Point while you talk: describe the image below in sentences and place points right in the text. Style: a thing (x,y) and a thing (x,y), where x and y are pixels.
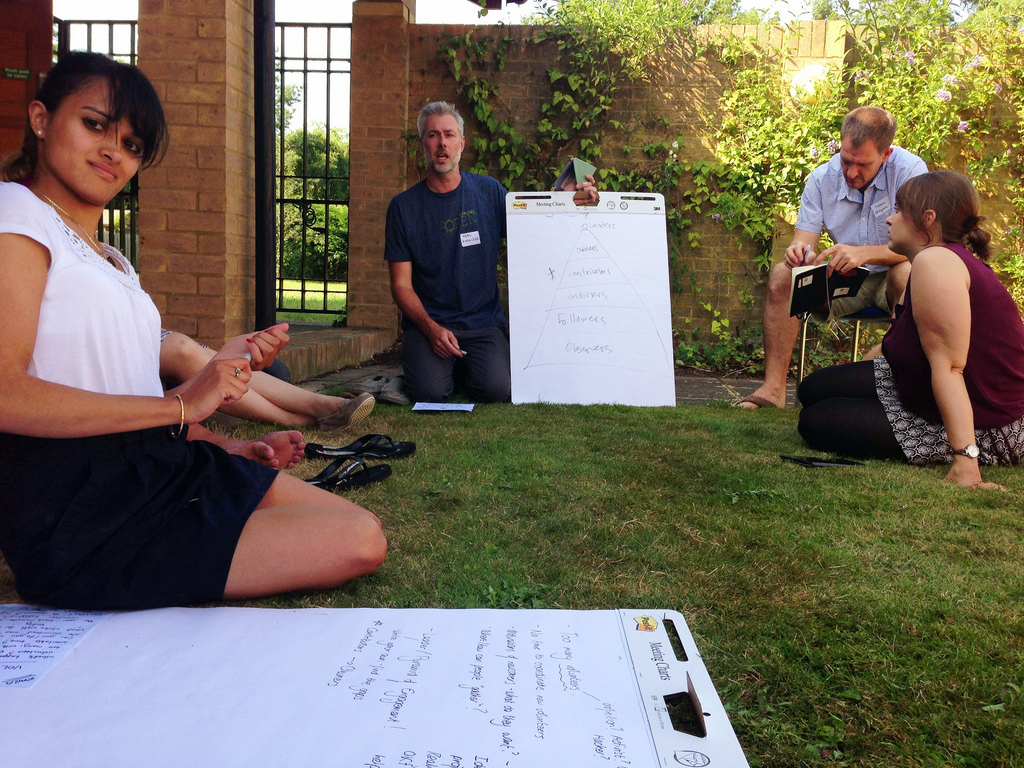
In this image we can see few people (928,414) sitting on the ground (614,439). A person (852,307) is sitting on the chair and holding an object (846,286) in his hand (853,267). There is a sky (318,10) in the image. There are many plants (890,45) and trees (287,221) in the image. There is a grassy land (901,610) in the image. There is a footwear (386,443) in the image. There is a gate (306,202) and a fencing (311,23) in the image.
